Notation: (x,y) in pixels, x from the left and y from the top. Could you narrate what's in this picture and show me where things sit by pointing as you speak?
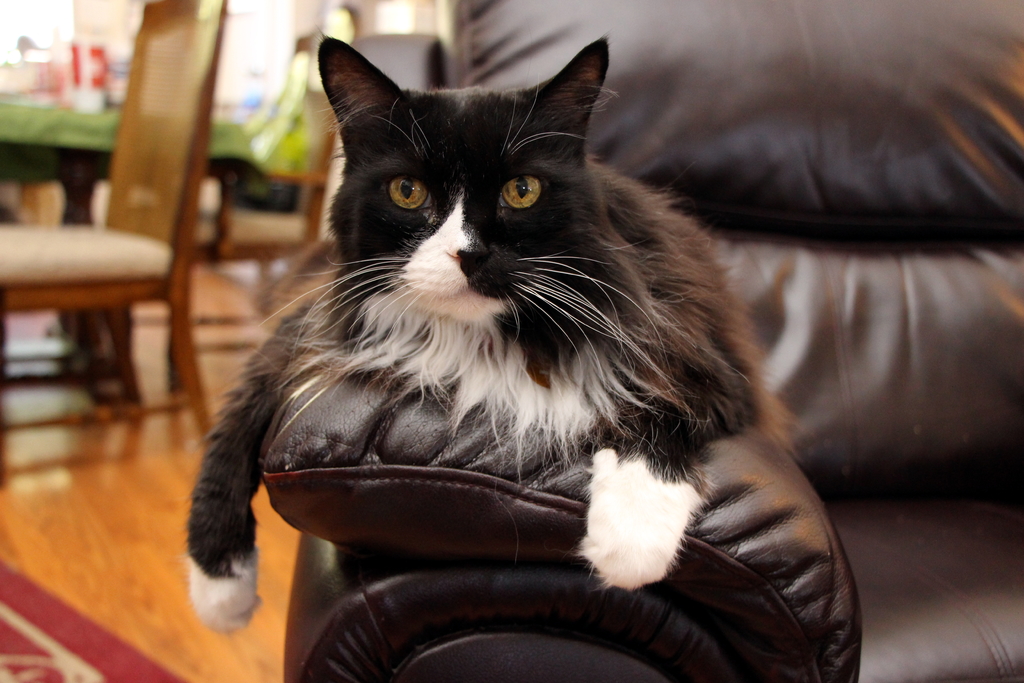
In this image, we can see cat (604,348) is sat on the couch (791,544). At the background (304,240), we can see wooden table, chairs (152,155). Few items (77,94) are placed on the green color cloth (59,127). And floor (114,521) at the bottom (119,592).
